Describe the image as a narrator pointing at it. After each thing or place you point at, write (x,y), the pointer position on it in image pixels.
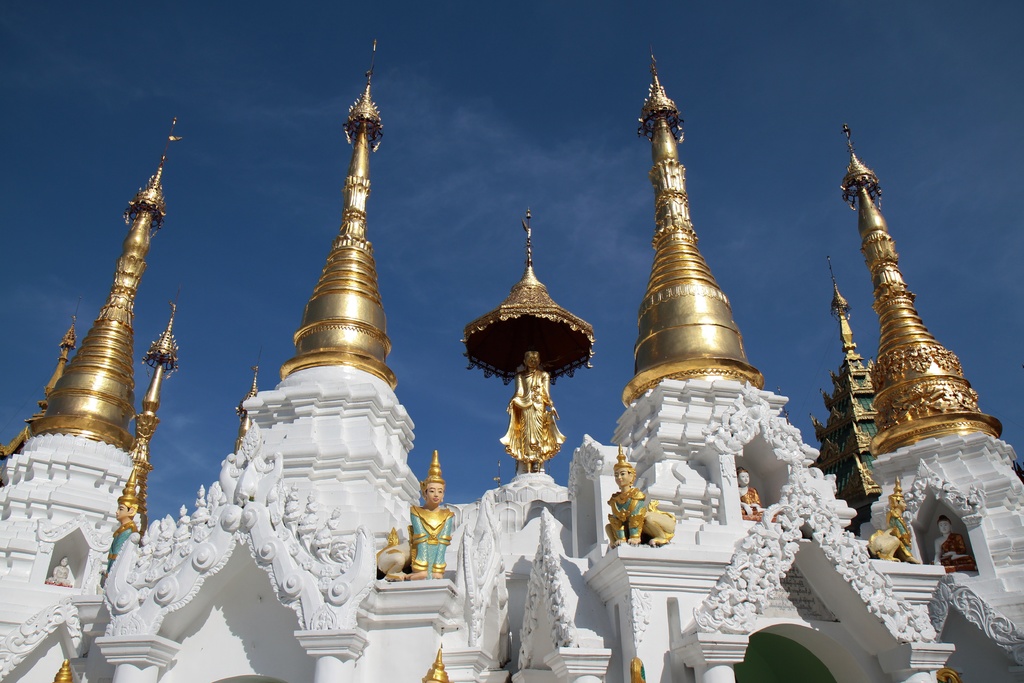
In this image we can see a temple (562,582). There are many sculptures (397,575) on the walls (420,584) of the temple (420,599). There is a sky (424,197) in the image.
